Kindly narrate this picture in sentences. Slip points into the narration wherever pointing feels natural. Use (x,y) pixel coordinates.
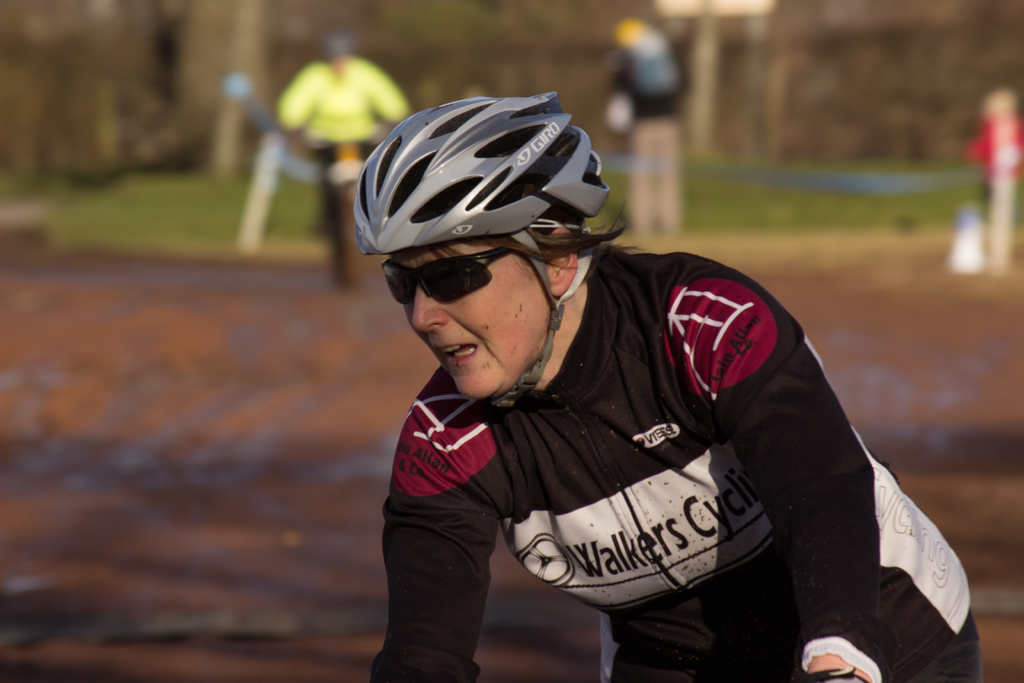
In this picture there is a woman (672,352) wearing black jacket (740,366) and there is another person (325,102) wearing green dress (343,103) is riding bicycle (357,145) behind her.
